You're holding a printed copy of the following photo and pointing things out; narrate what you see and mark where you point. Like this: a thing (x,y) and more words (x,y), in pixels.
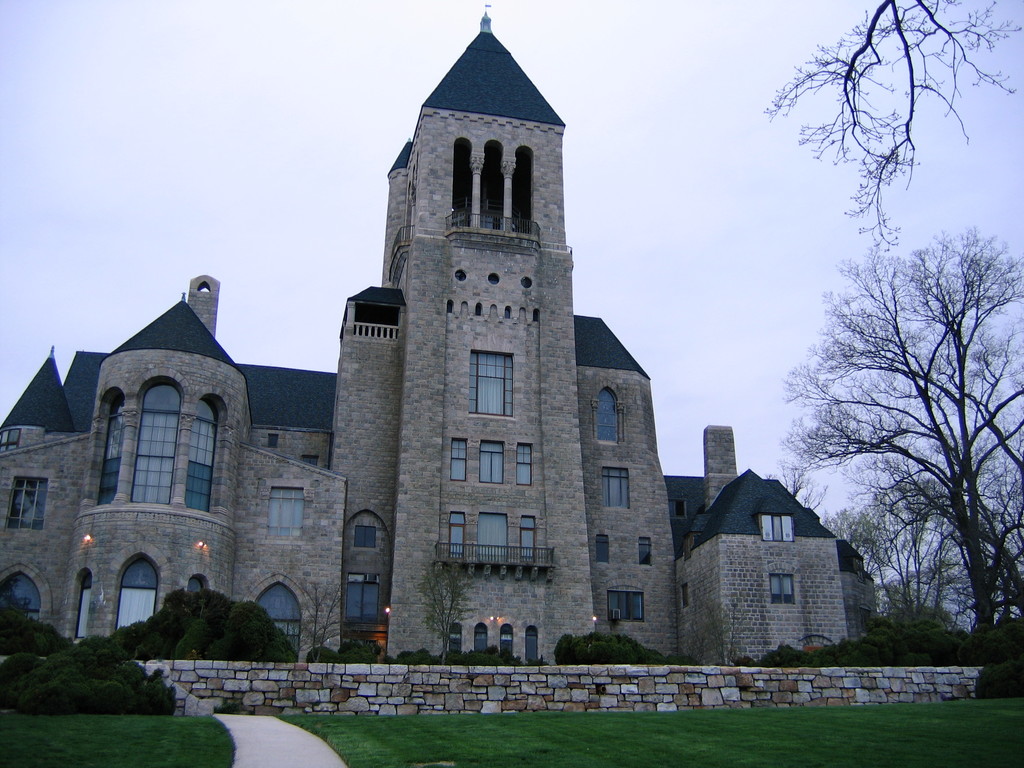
In this picture there is a building (535,459) and there are lights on the building (479,574). In the foreground (477,710) there is a wall (910,678) and there are plants (603,645) and trees (883,483). At the top (284,84) there is sky (321,84). At the bottom (766,753) there is grass (693,741) and there is a pavement (238,724).
